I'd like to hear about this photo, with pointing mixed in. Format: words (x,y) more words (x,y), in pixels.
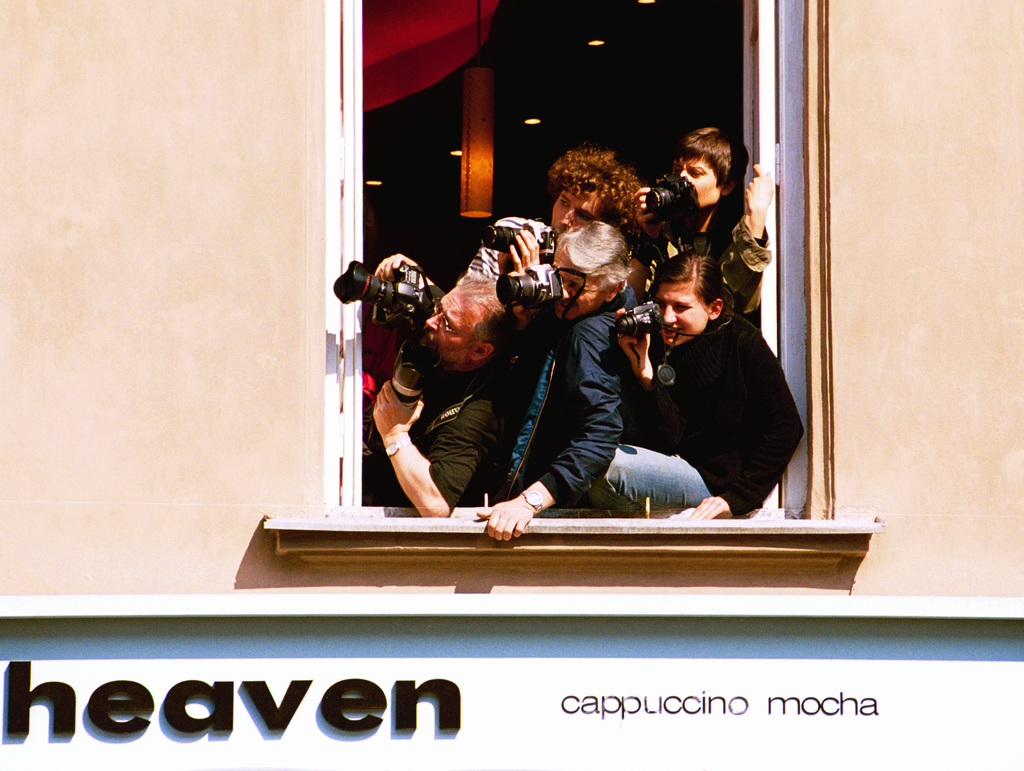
In this picture I can see there are a few people (654,288) standing at the window (348,392) and they are holding cameras (397,298) and clicking images, they are looking at the left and there is a name board (522,704) below them, there is something written on it.
